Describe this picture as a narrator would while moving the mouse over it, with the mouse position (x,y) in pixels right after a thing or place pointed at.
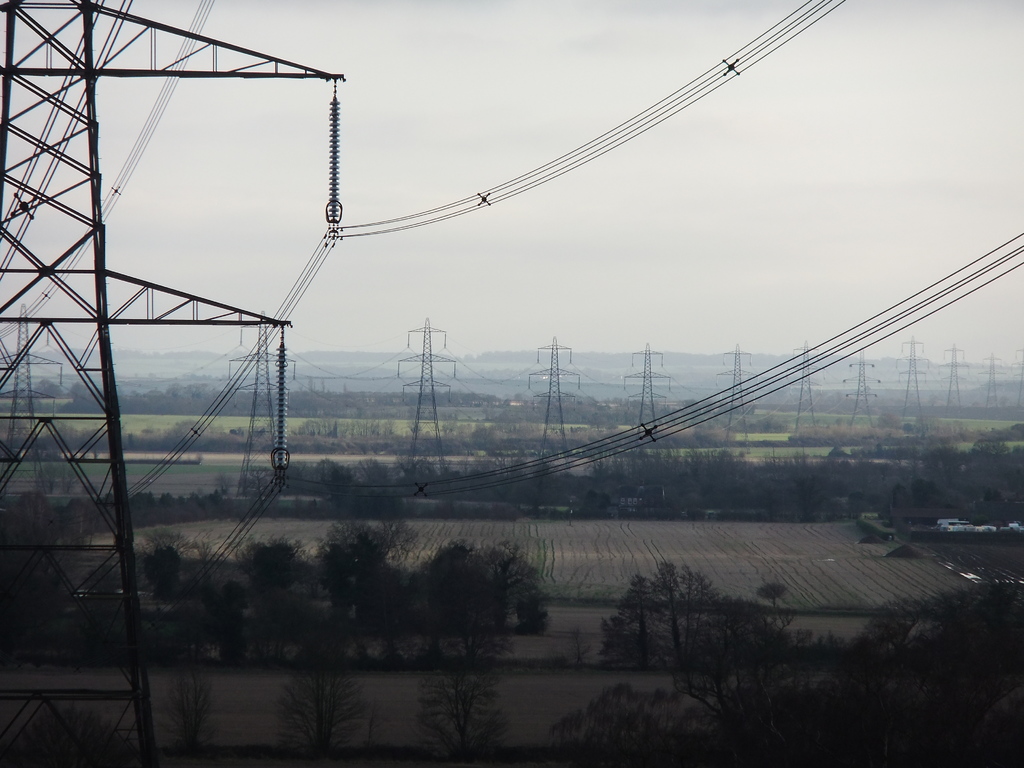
In this image we can see a group of trees (794,488), fields (813,569) and towers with wires (533,373). On the left side (82,214), we can see a tower (93,156) and wires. At the top (210,216) we can see the sky (435,261).
